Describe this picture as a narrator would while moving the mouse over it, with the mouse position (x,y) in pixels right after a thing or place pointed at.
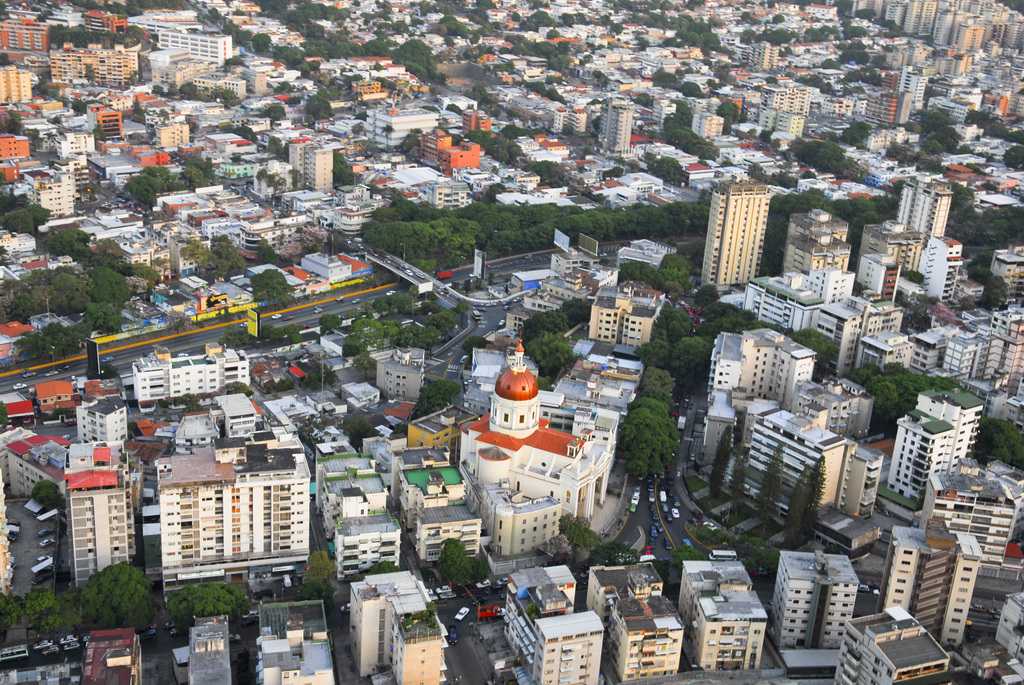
This is the overview of a city (263,524) where we can see buildings (621,199), trees (525,232), roads (449,293) and vehicles (460,610) on road (650,518).
